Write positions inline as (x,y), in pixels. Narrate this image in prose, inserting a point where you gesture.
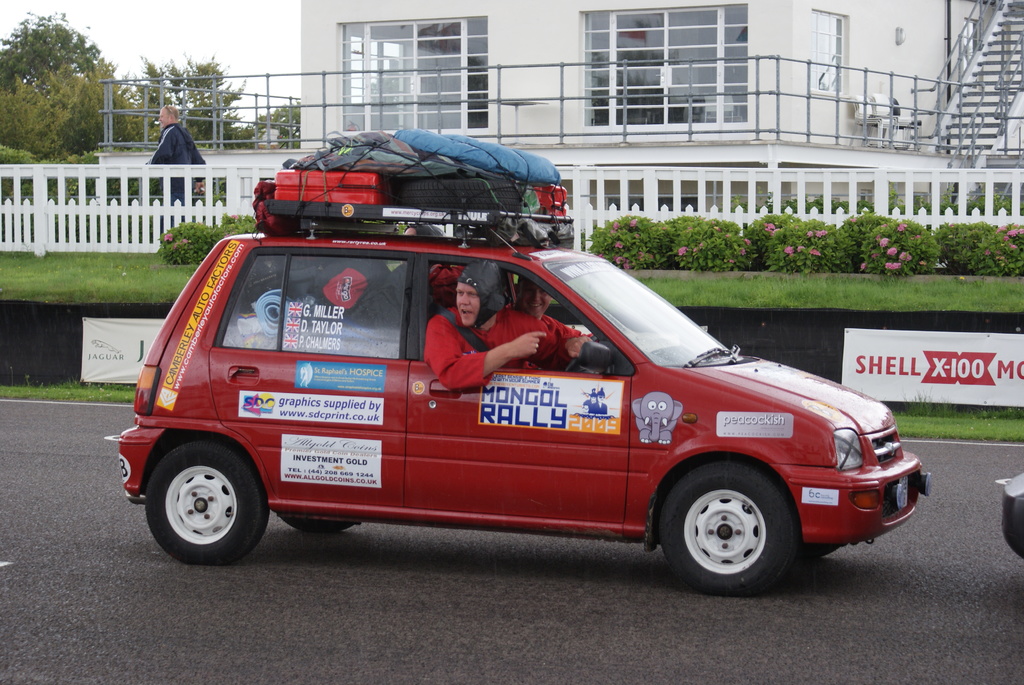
There are two people (521,320) sitting in the car (417,438). These are the luggage bags (408,154), which are at the top of the car (497,245). This looks like a banner (998,351). Here is a person (167,154) standing. I think this is a building (742,56) with the windows (698,43). These are the stairs (990,45). This looks like a wooden fence (602,210). I can see the bushes (697,247) with the flowers (786,249). This is the grass (875,302).
